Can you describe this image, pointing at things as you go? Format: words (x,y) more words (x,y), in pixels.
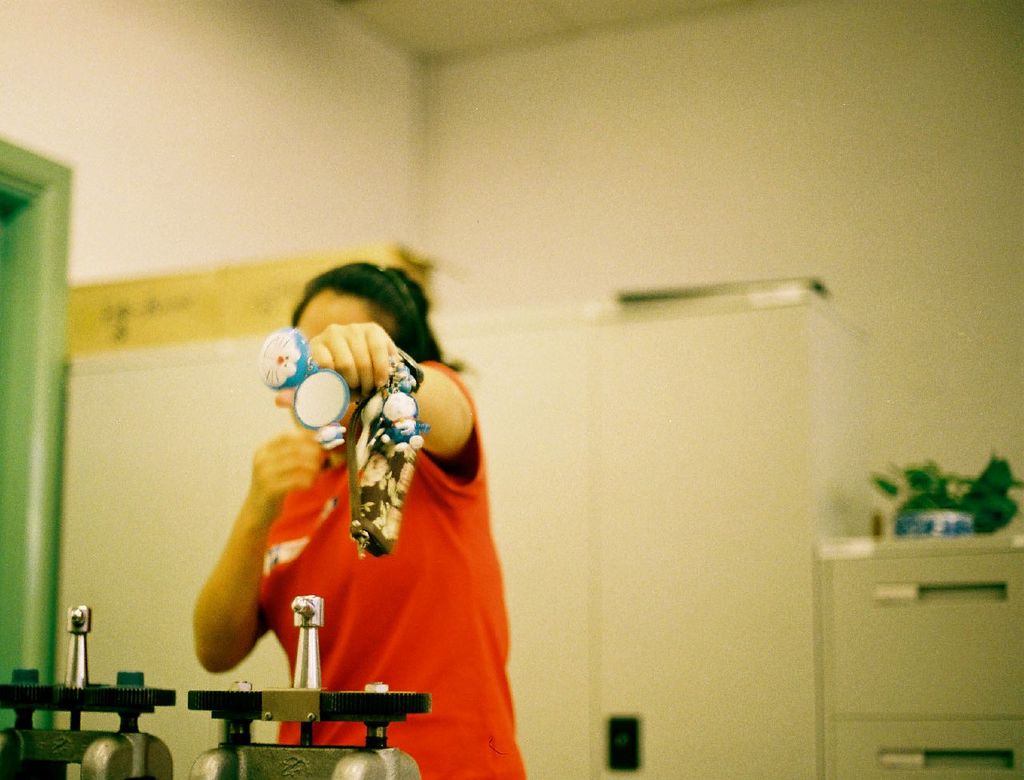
There is a person (408,615) standing and holding an object (347,410), in front of this person (380,649) we can see equipments (244,697). Background (835,151) we can see wall (969,456) and object (943,516) on table (916,544).
